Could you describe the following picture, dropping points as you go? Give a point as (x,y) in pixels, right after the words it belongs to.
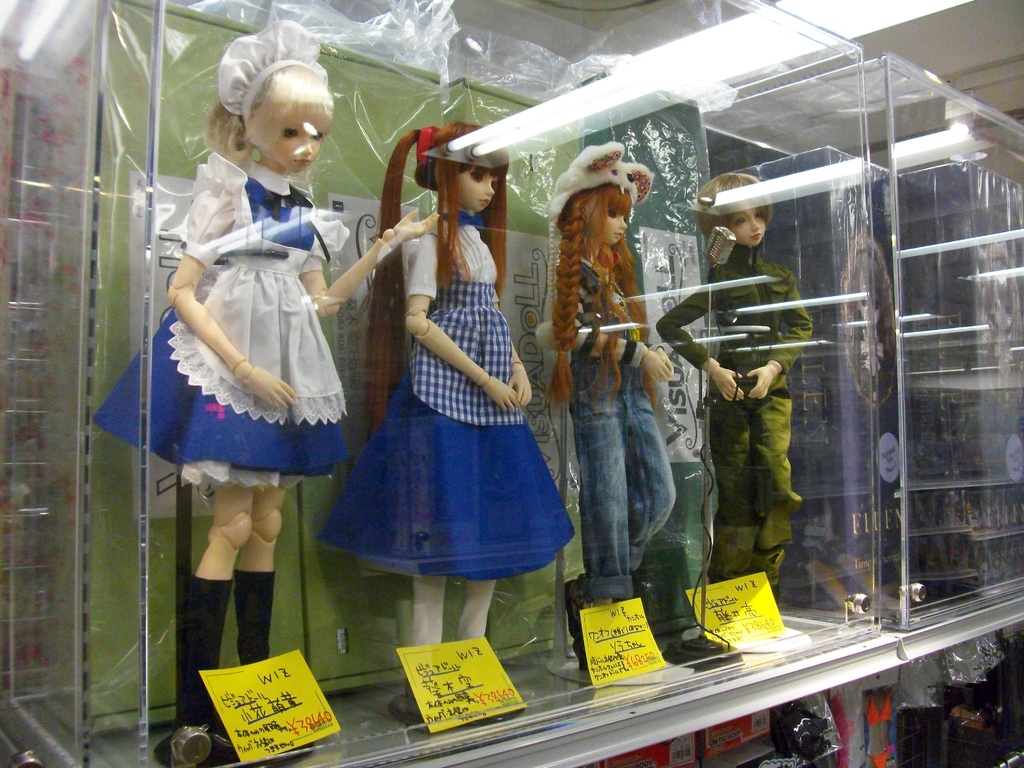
In the picture we can see a glass box (655,555) in it, we can see four girl doll (726,446) which are in standing position and under the foot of the dolls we can see yellow color slips (729,596) with some information (717,601) in it and beside the glass box (654,602) we can see another glass box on the desk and to the ceiling (1006,45) we can see the light (825,1).
